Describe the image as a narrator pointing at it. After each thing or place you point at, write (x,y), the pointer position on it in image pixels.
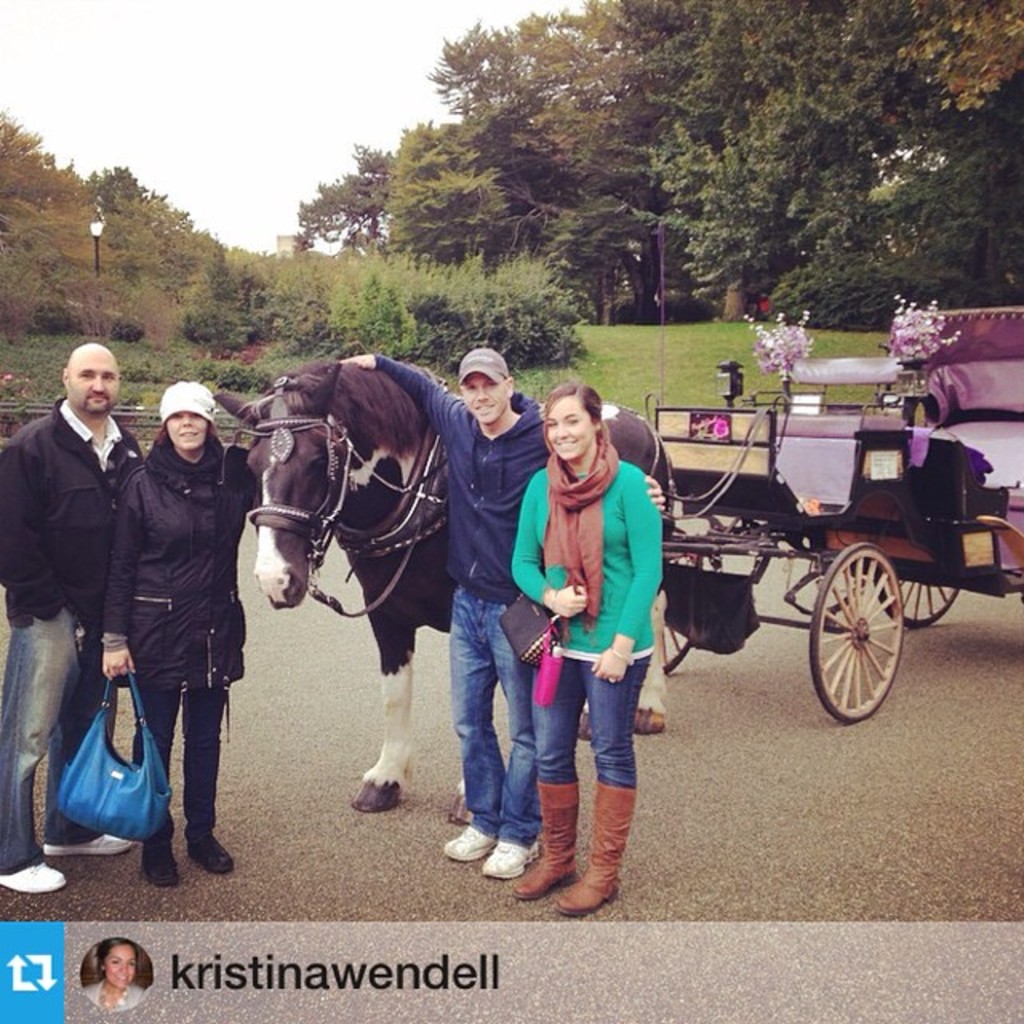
This image is taken outdoors. At the bottom of the image (778,818) there is a road (363,746). In the middle of the image (637,435) there is a cart (775,410) with a horse (387,468) and there are two men (102,497) and two women (124,520) standing on the road (320,681). In the background (539,199) there are a few trees (668,209) and plants (355,274) and there is a ground (704,355) with grass (706,350) on it. At the top of the image (294,140) there is a sky (287,176).
